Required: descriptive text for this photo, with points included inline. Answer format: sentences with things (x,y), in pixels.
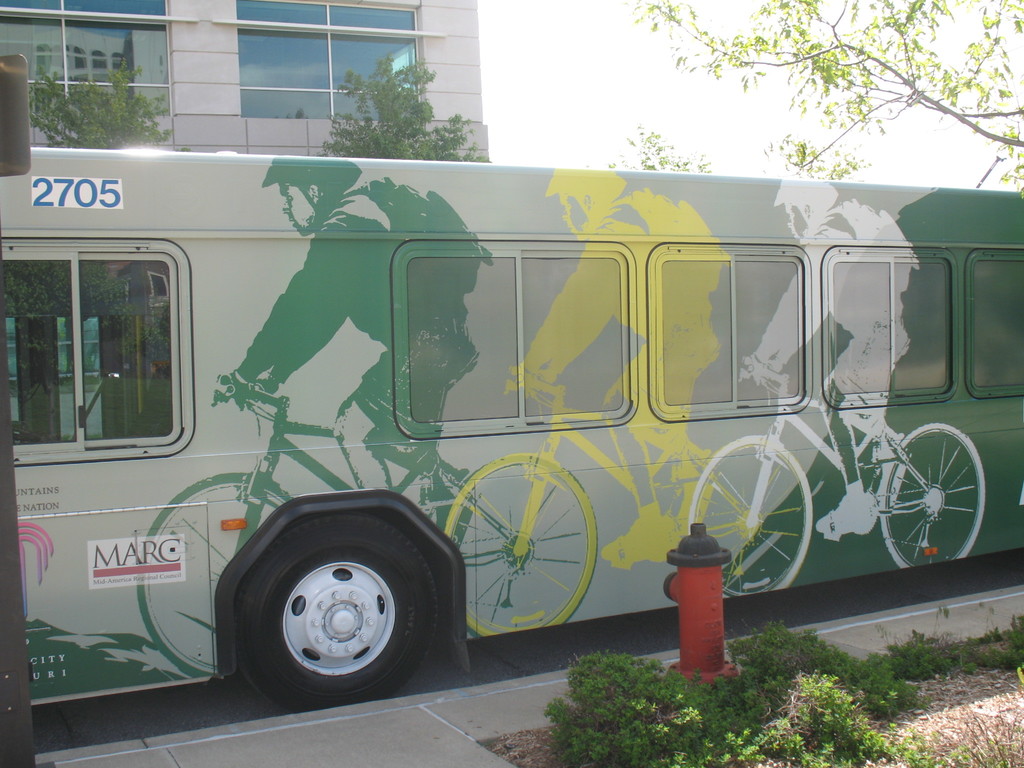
In this image in the front (689,641) there are plants (728,708) and there is a fire hydrant (705,657) which is red and black in colour. In the center (402,452) there is a bus (676,406) with some text (129,567) and numbers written on it. In the background (224,49) there is a building (193,49). In front of the building (161,83) there are trees (411,92).
